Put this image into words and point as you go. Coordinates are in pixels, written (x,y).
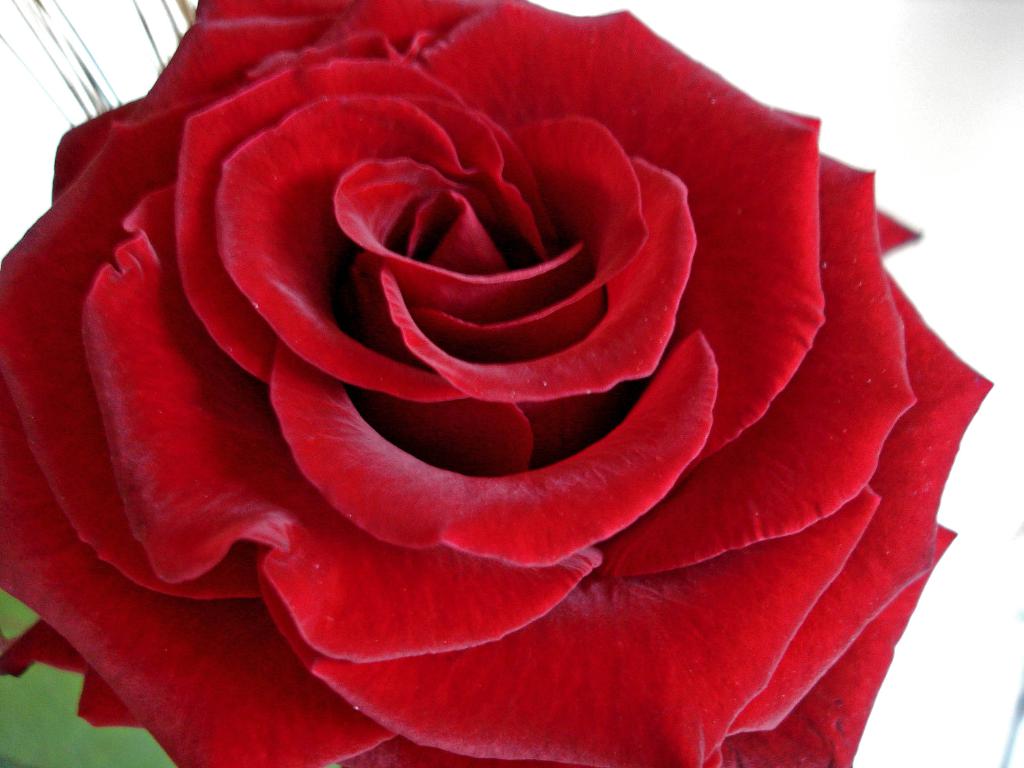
Here we can see a red rose (686,241). Background (850,23) it is in white color.
